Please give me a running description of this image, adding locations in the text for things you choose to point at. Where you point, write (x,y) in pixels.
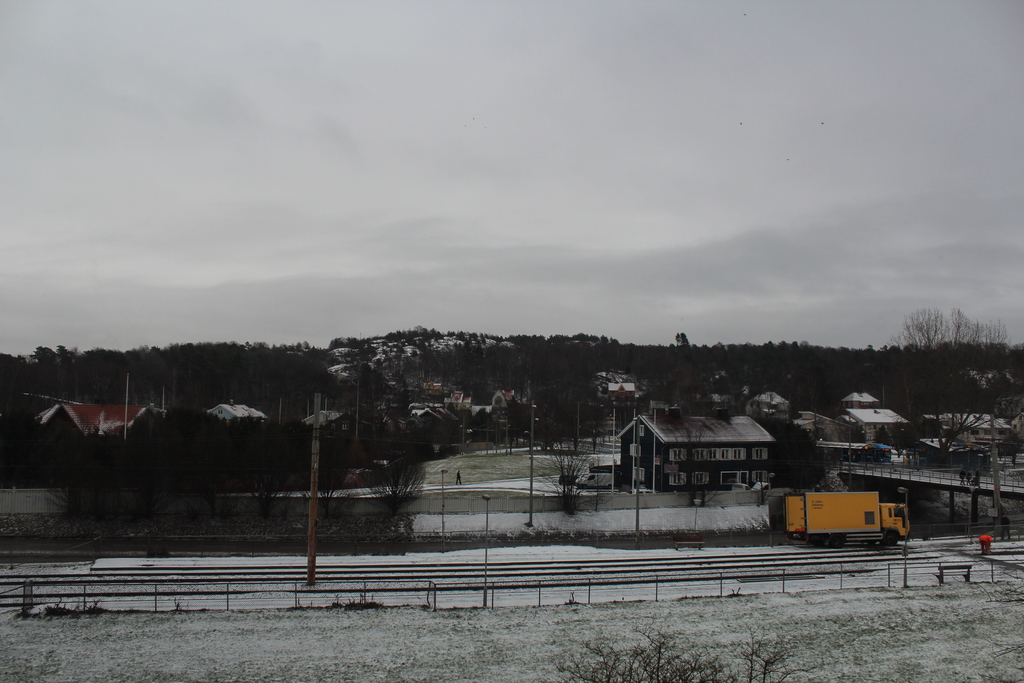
In this image, I can see the houses (731,474) and the trees (971,415). This looks like a truck (865,538) on the road (825,545). I think this is a pole (310,520). This looks like a bench (951,565). This is the sky (471,176). I think this is the snow (497,617).
